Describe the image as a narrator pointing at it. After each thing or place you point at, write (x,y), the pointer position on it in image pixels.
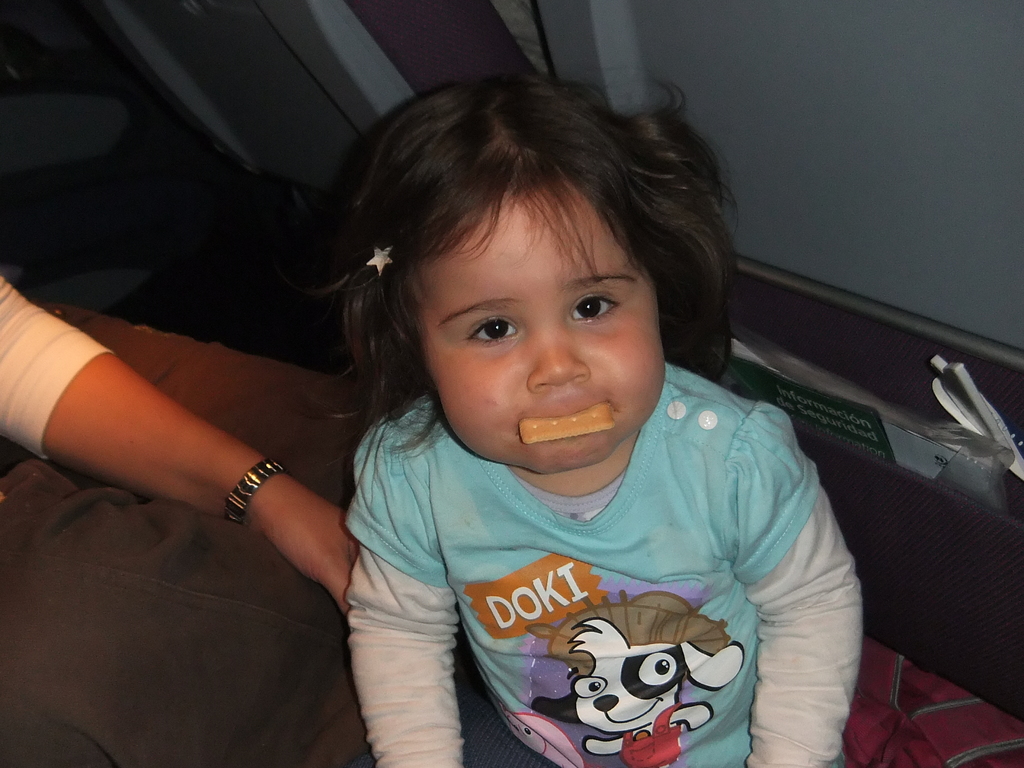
In this image we can see a child (587,536) holding a biscuit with her mouth (602,423). On the left side of the image (272,477) we can see a hand (141,441) of a woman (208,505) placed on the surface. On the right side of the image (824,413) we can see a board (833,424) with some text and some objects (1008,437) placed in a rack (978,375). At the top of the image (447,8) we can see the seats (288,32).
